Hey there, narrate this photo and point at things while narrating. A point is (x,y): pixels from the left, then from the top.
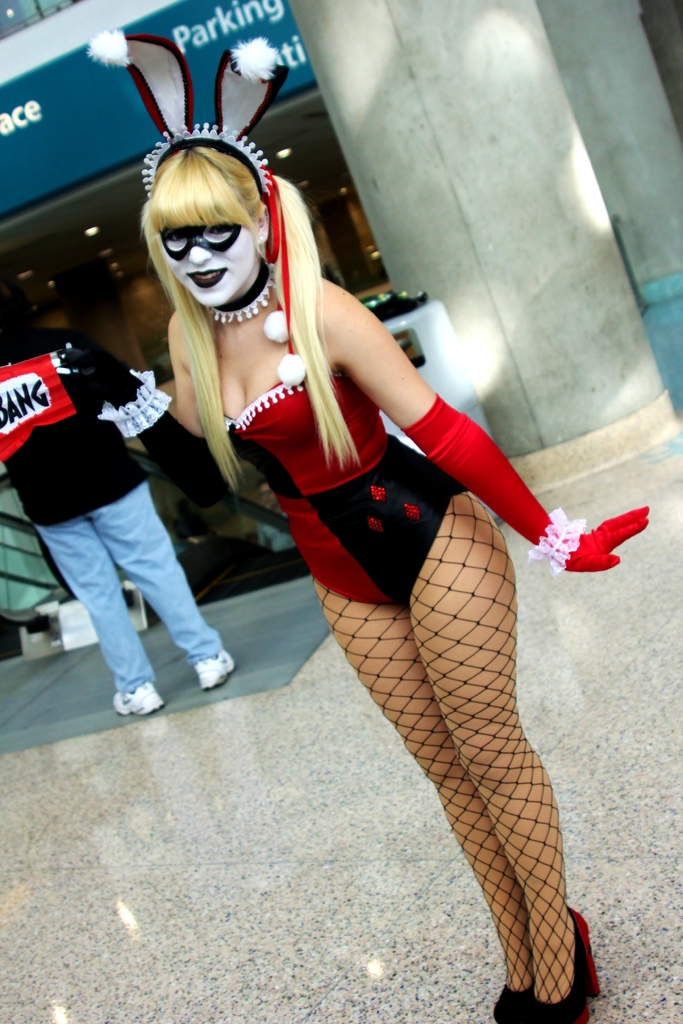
In the image there is a cosplayer (274,434) standing in the middle (350,461) in red dress (361,538) and on the left side (41,341) there is another person (35,334) standing, on the right side (547,247) there are pillars (558,256).
